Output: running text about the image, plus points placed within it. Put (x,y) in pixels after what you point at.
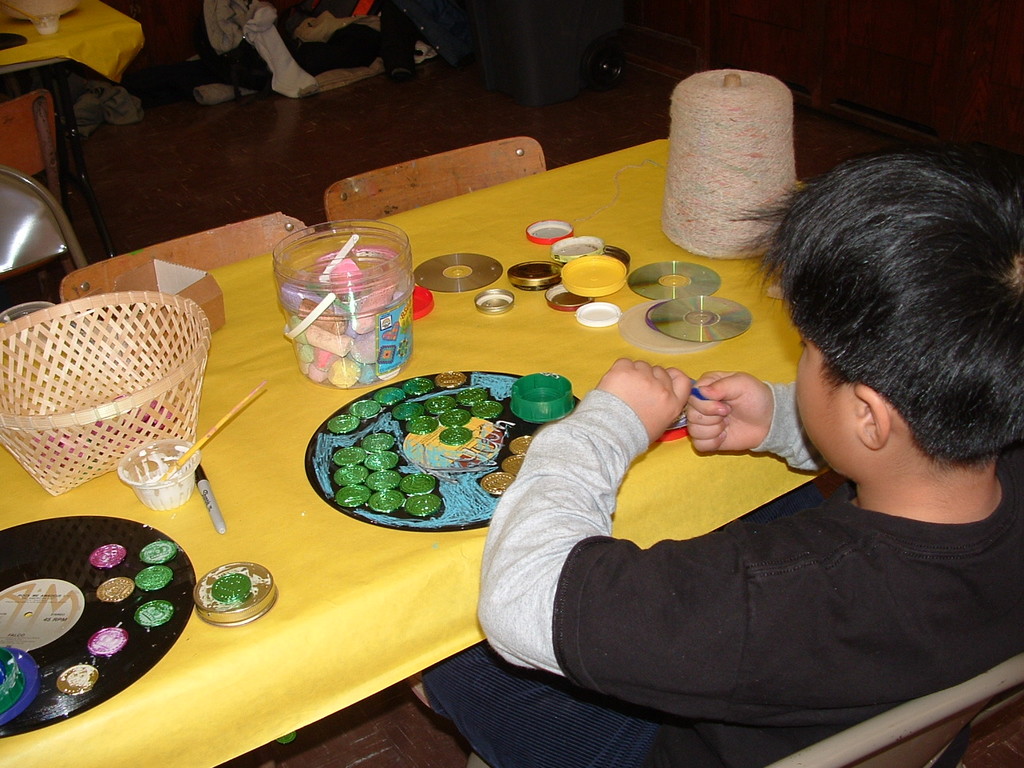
In this image we can see a boy (850,435) sitting on the chair (938,716). He is wearing a black color T-shirt (831,620) and he is holding something in his hands (675,391). Here we can see the table (714,360) which is covered with a yellow cloth (372,596). Here we can see the wooden basket (175,347), plastic box (368,325), a sketch pen (217,508) and compact disks (681,317) are kept on the table (551,326). Here we can see the chairs (421,163) on the other side of the table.
